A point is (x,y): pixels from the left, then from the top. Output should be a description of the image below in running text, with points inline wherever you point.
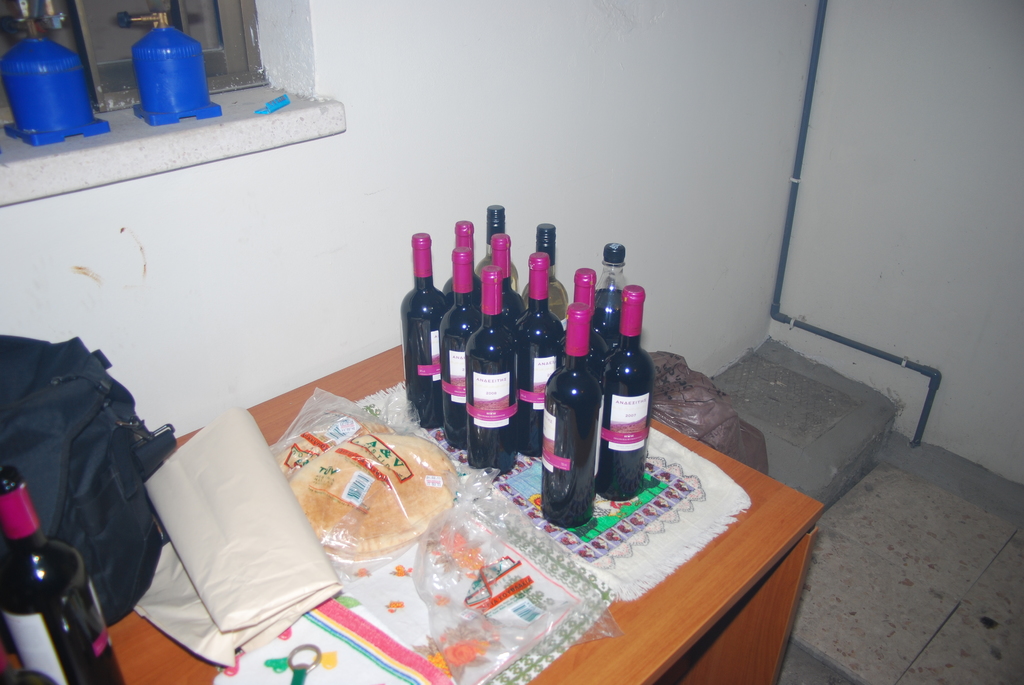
there are some bottles (629,459) present on the table (544,572).
